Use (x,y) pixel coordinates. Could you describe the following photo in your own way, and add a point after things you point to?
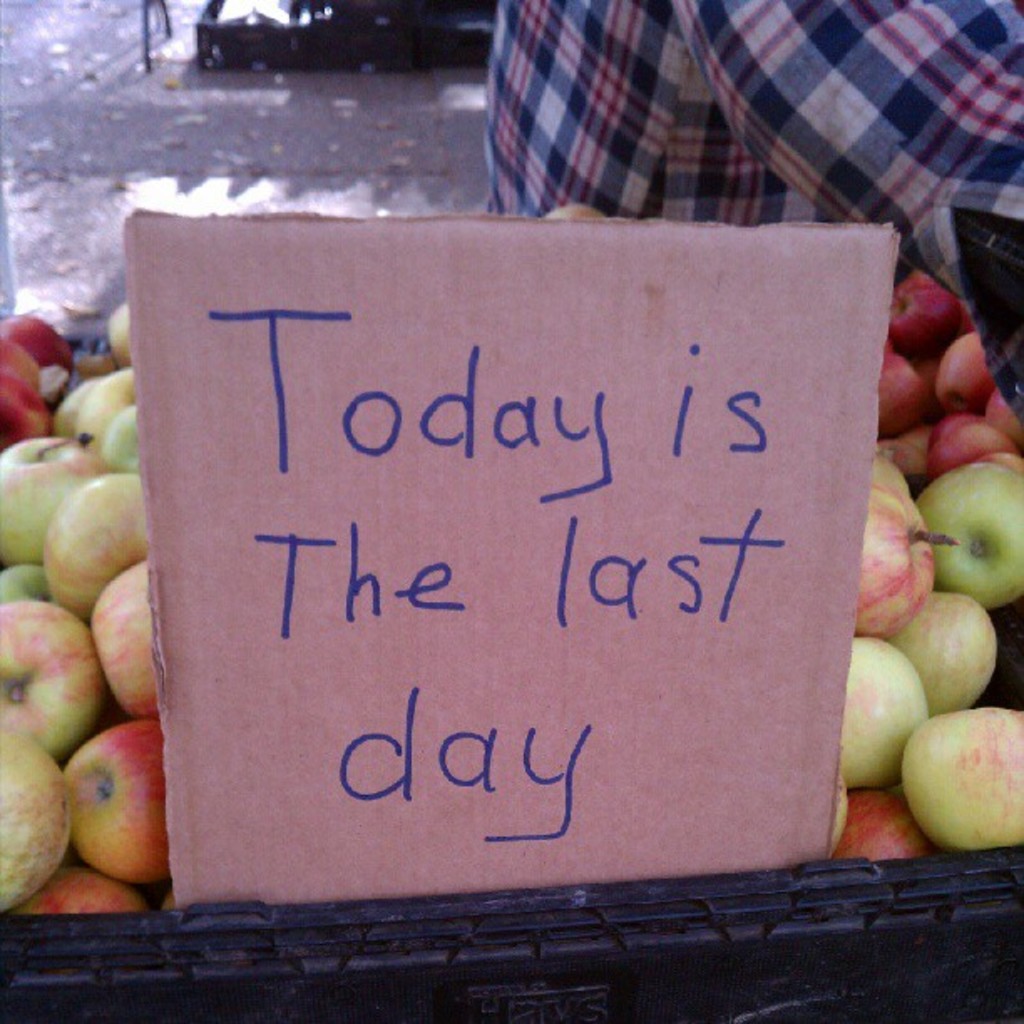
In this picture, at the foreground (883,256) there is a cardboard (851,297) and something was written on it, it says today is the last day.
